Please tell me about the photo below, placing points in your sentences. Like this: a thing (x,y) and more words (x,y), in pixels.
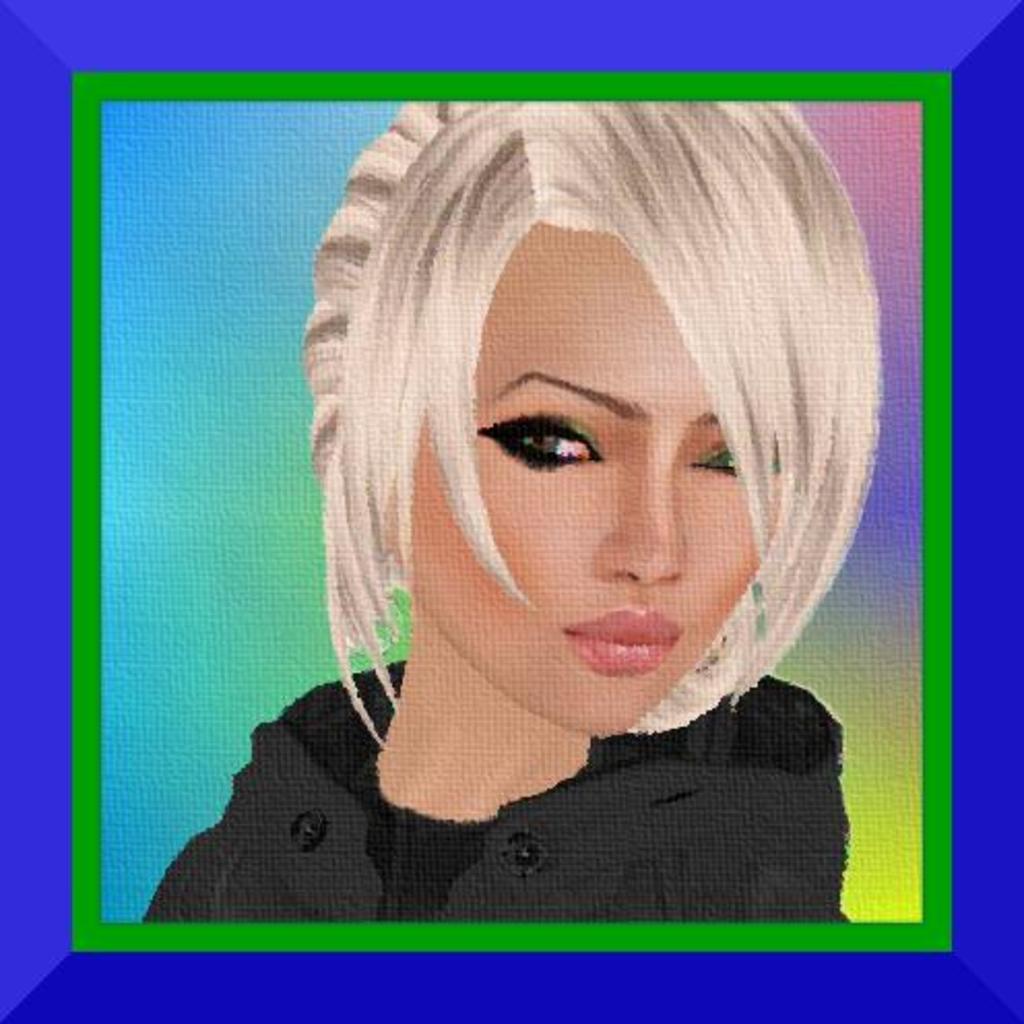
In the foreground of this animated poster, there is a woman (649,764) with short hair (699,691) wearing a coat (354,840) and there is a colorful background (870,190).
